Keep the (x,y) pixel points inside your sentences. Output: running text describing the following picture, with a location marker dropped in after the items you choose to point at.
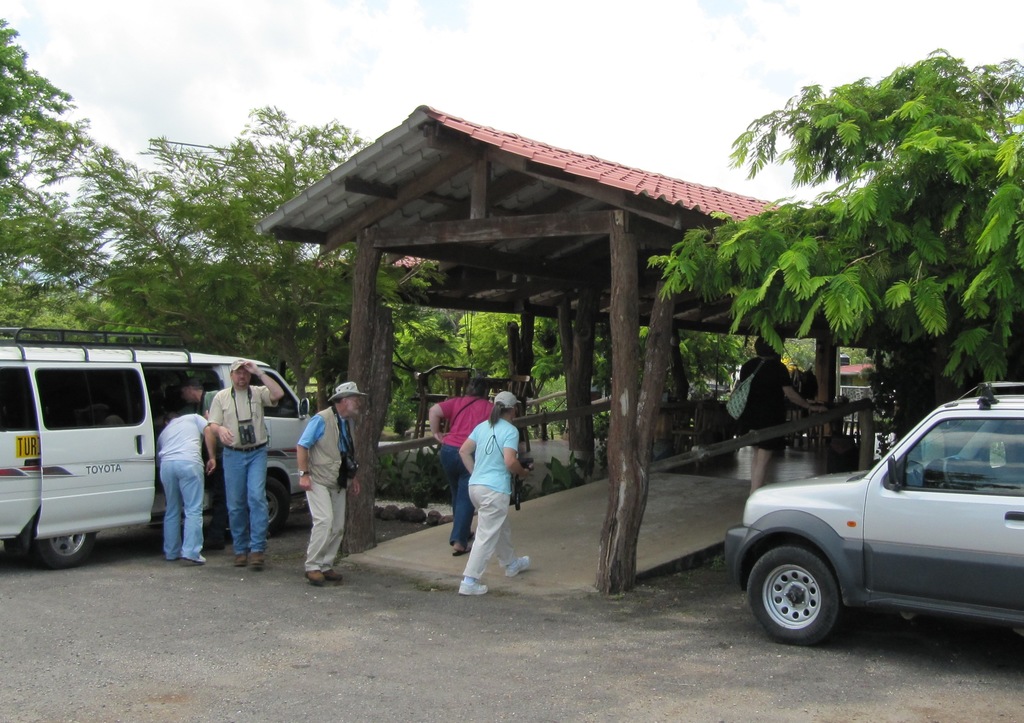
This image is taken outdoors. At the bottom of the image (204,633) there is a road (373,676). On the left (102,430) and right sides of the image there are a few trees (54,240) and two cars (277,523) are parked on the road (240,587). In the middle of the image (344,416) a few people (229,471) are walking on the sidewalk (584,501) and there is a hut (576,322) with roof (681,293) and wooden sticks (628,437). At the top of the image (380,42) there is a sky (713,66) with clouds (777,69).
